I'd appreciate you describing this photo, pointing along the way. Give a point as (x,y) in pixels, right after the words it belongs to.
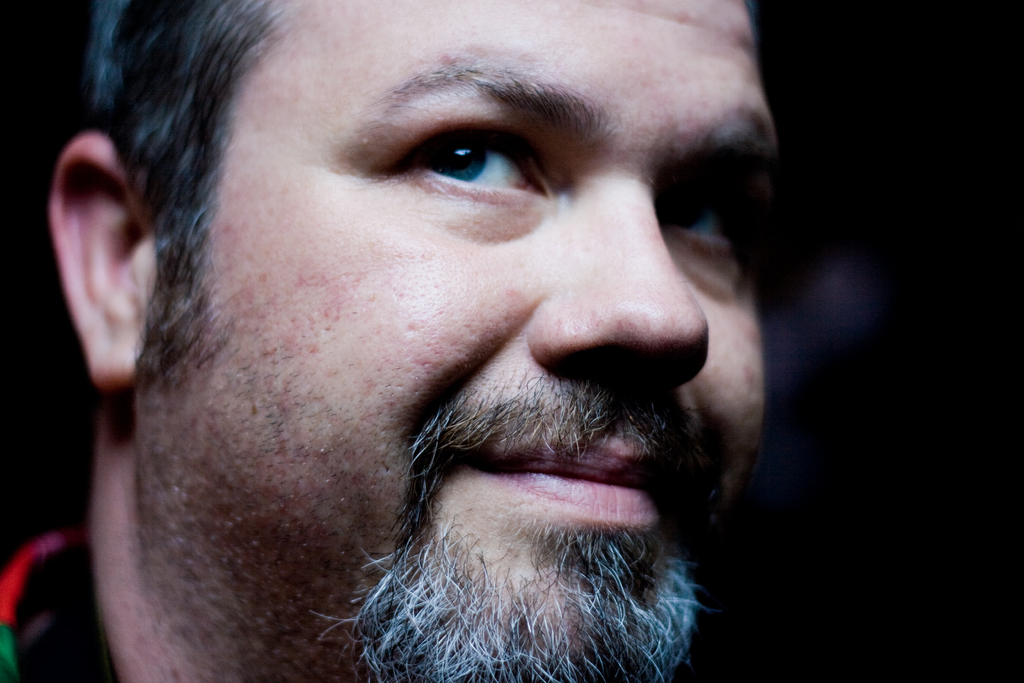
In this picture there is a man (257,252). The background (50,107) is blurred.
